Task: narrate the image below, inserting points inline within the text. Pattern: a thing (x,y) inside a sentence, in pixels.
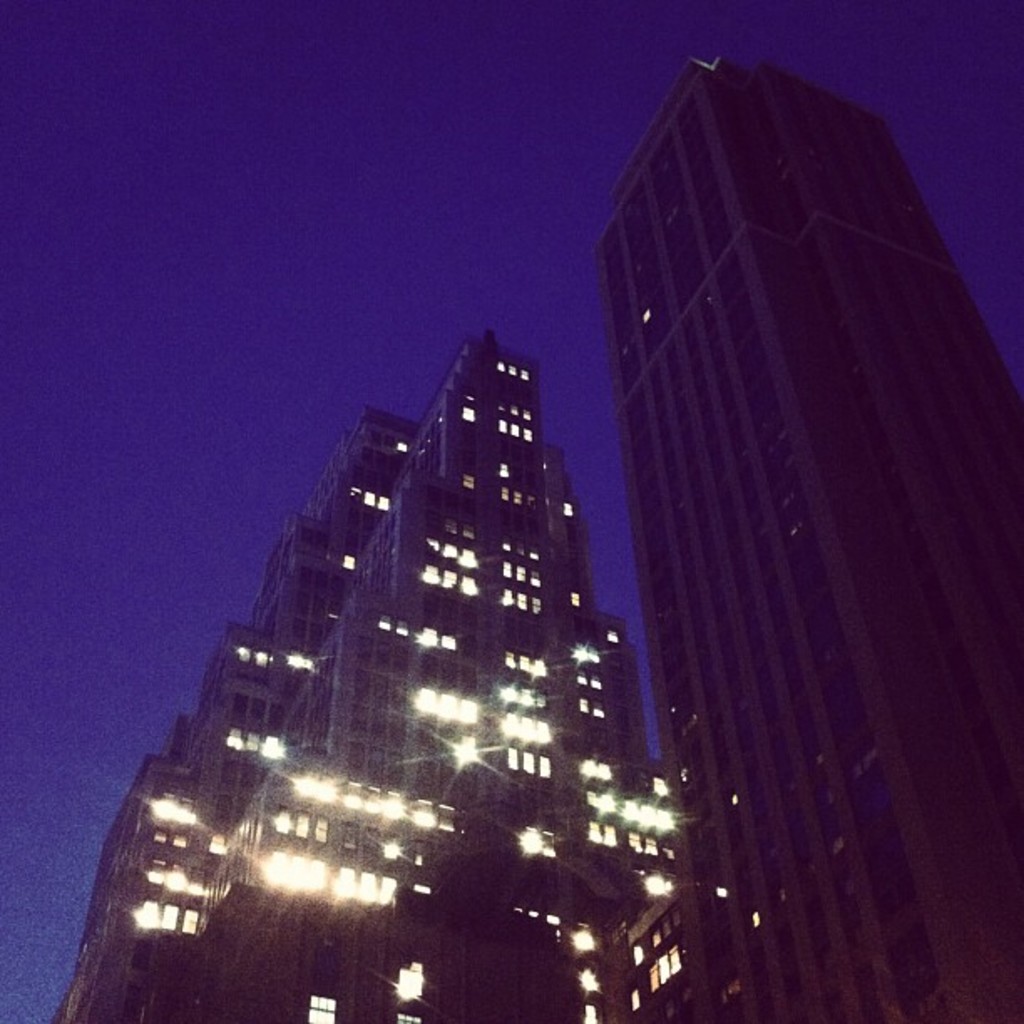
Here in this picture we can see buildings (671,496) present and we can see lights (452,711) also present in it and we can see the sky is clear.
